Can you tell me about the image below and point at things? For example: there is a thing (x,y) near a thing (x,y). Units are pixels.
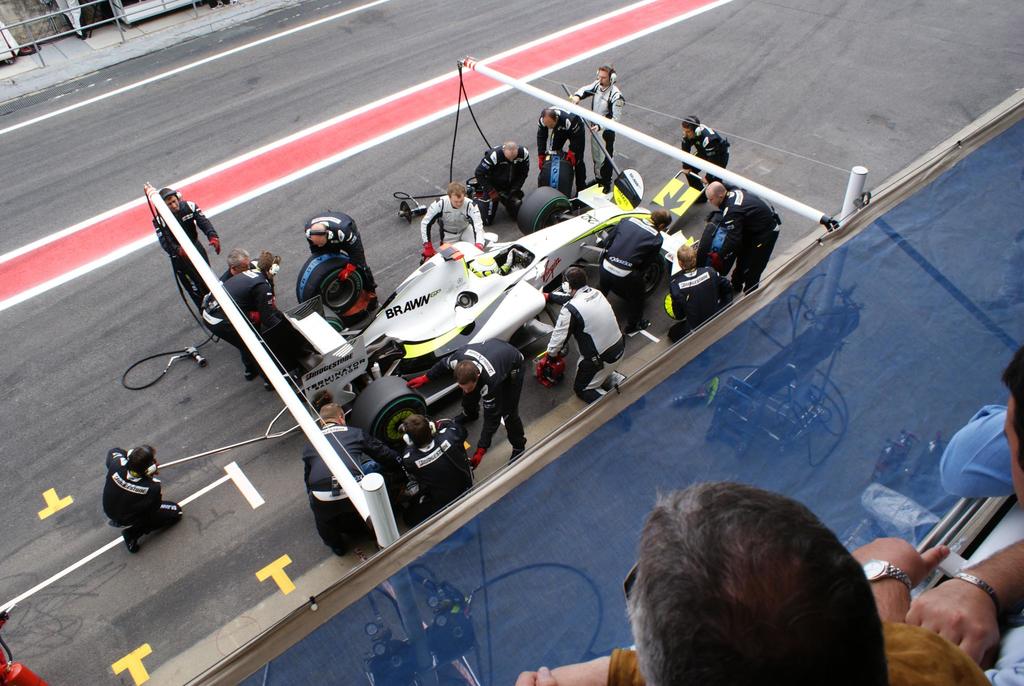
In this image we can see a car (535,281) on the road (299,225), there are group of people (501,148) standing, there a rope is tied to a car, there is a pole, there are two persons (795,529) standing, at the right bottom (890,546).
